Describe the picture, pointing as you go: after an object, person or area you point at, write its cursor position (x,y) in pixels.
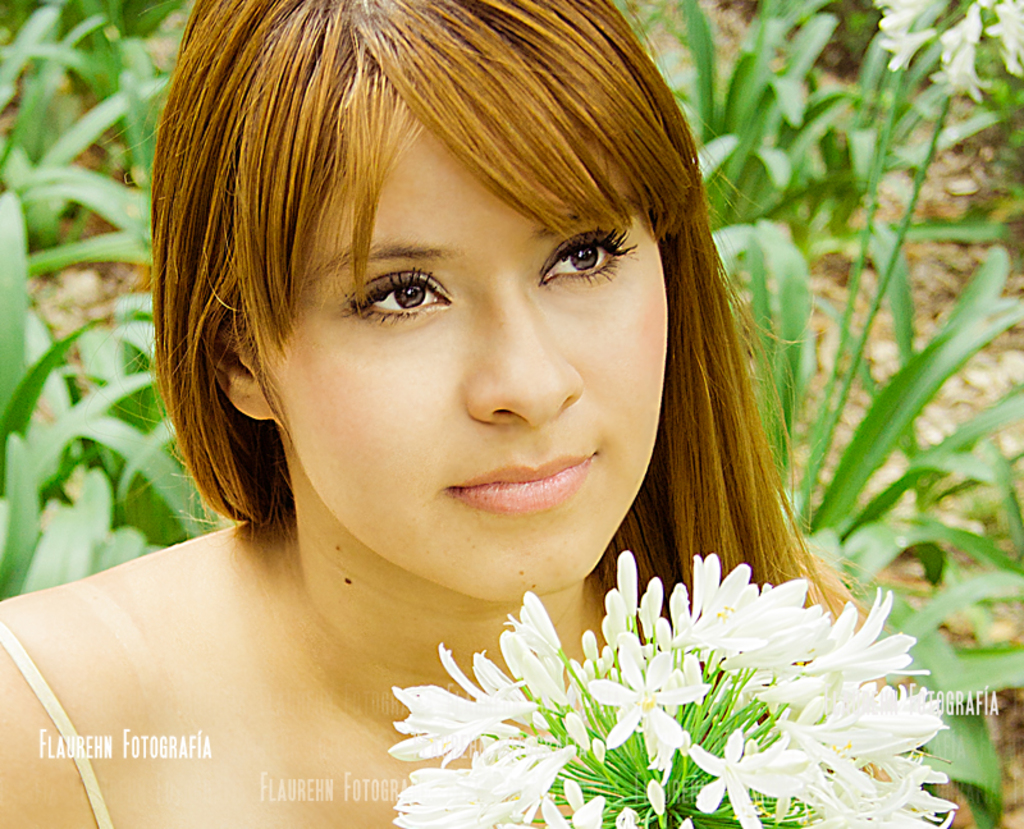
In this image I can see a woman (361,528), few white colour flowers (616,648) and in background (952,684) I can see green colour plants (826,229). I can also see watermarks (386,778) over here.
